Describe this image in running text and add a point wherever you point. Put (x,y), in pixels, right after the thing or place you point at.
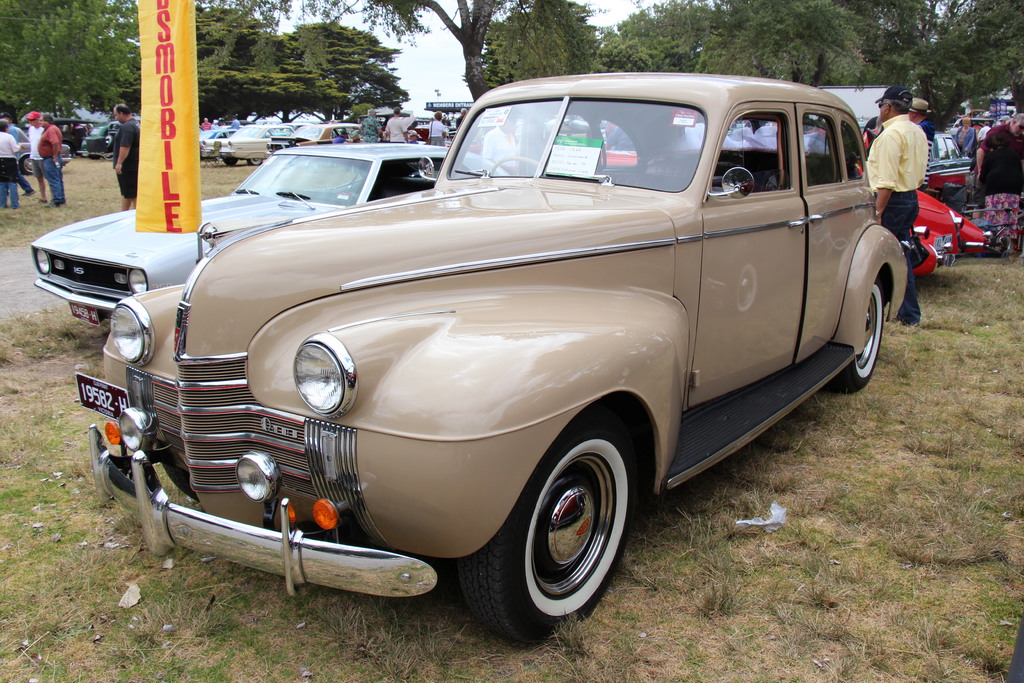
In this image there are cars (569,176) and we can see people (1018,208). At the bottom (250,626) there is grass (220,656). In the background (88,10) there are trees (255,105) and sky (407,81). There is a board (164,225).
